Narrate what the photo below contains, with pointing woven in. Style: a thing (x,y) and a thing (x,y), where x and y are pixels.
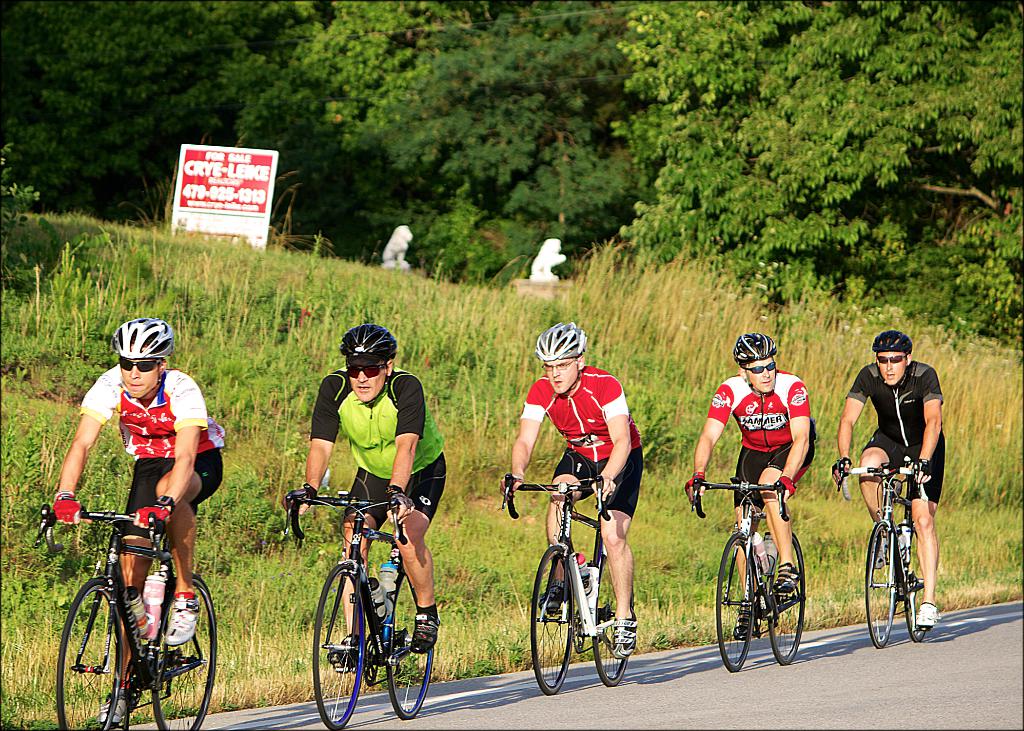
In this image there are people (868,484) cycling on a road (937,667), in the background (839,255) there are trees (455,228), grass (122,313) and a board (224,212), on that board (228,198) there is some text (217,197).
